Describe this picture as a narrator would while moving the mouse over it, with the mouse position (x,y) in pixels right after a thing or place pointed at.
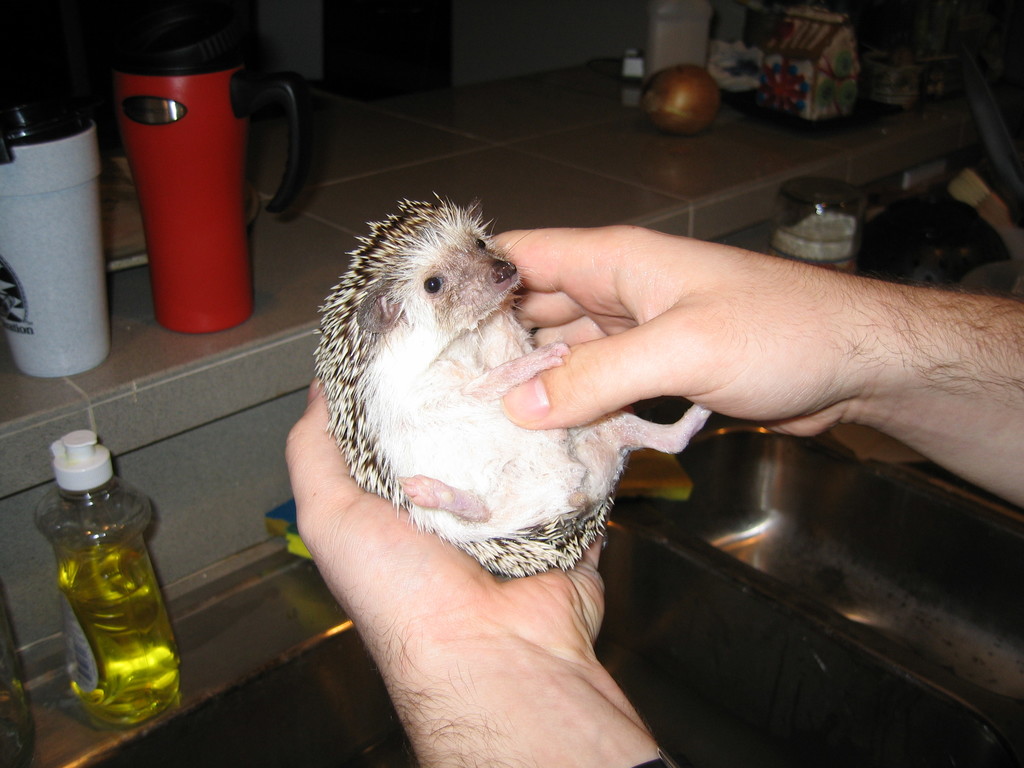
in this image i can see a animal (493,371). a person (678,355) is holding that animal (454,410). at the back (236,311) there are two bottles (38,211).
